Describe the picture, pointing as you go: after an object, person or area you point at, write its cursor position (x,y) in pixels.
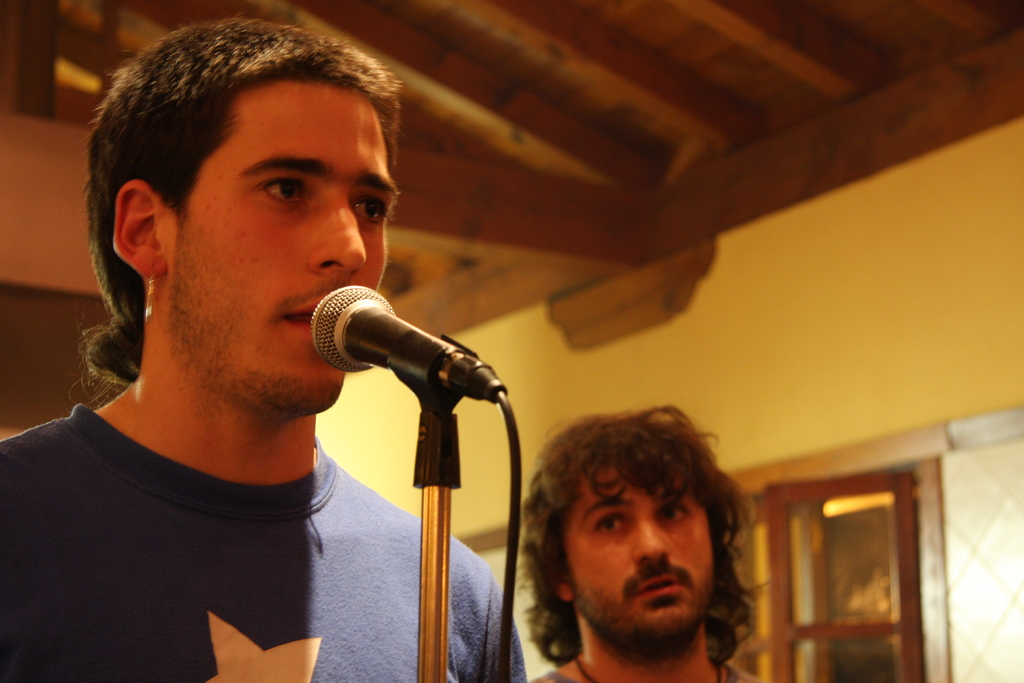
In this image I see 2 men (210,273) and I see that this man (198,463) is wearing a t-shirt (143,502) and I see a tripod (438,626) on which there is a mic (431,370) and I see the black wire (513,455). In the background (494,448) I see the wall (751,315).
